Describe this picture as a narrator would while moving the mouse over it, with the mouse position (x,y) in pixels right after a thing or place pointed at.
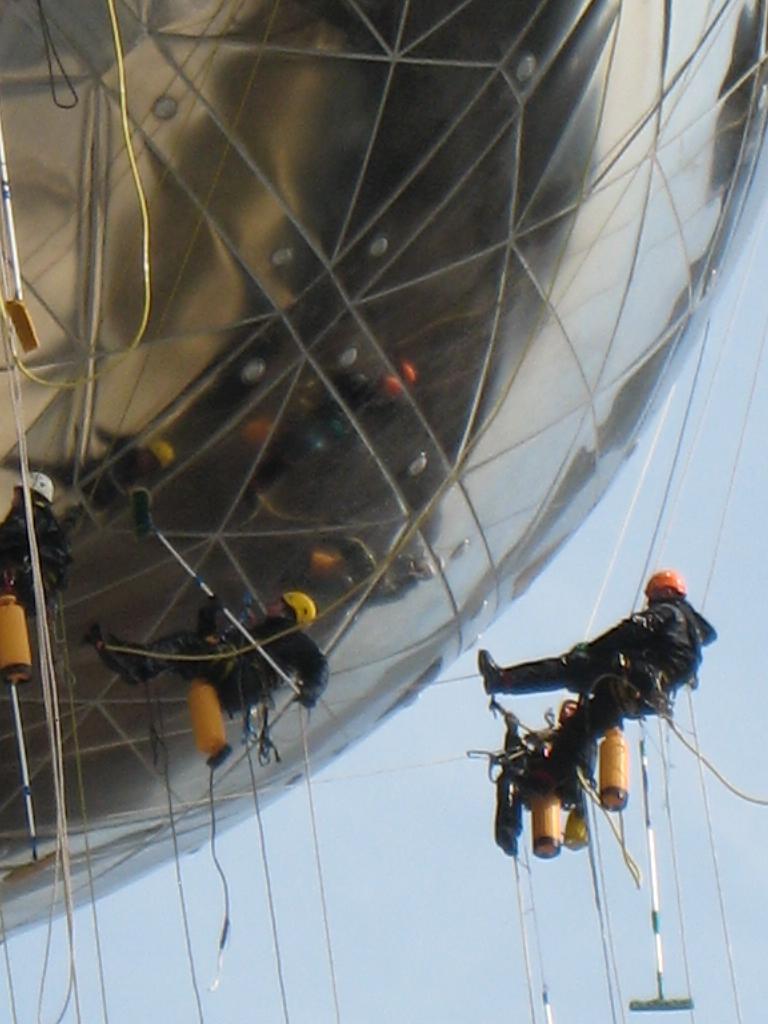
In this image we can see a building (468,135) on the left side of the image (248,118) and there are few people (659,619) carrying objects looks like they are cleaning the building (110,566).
